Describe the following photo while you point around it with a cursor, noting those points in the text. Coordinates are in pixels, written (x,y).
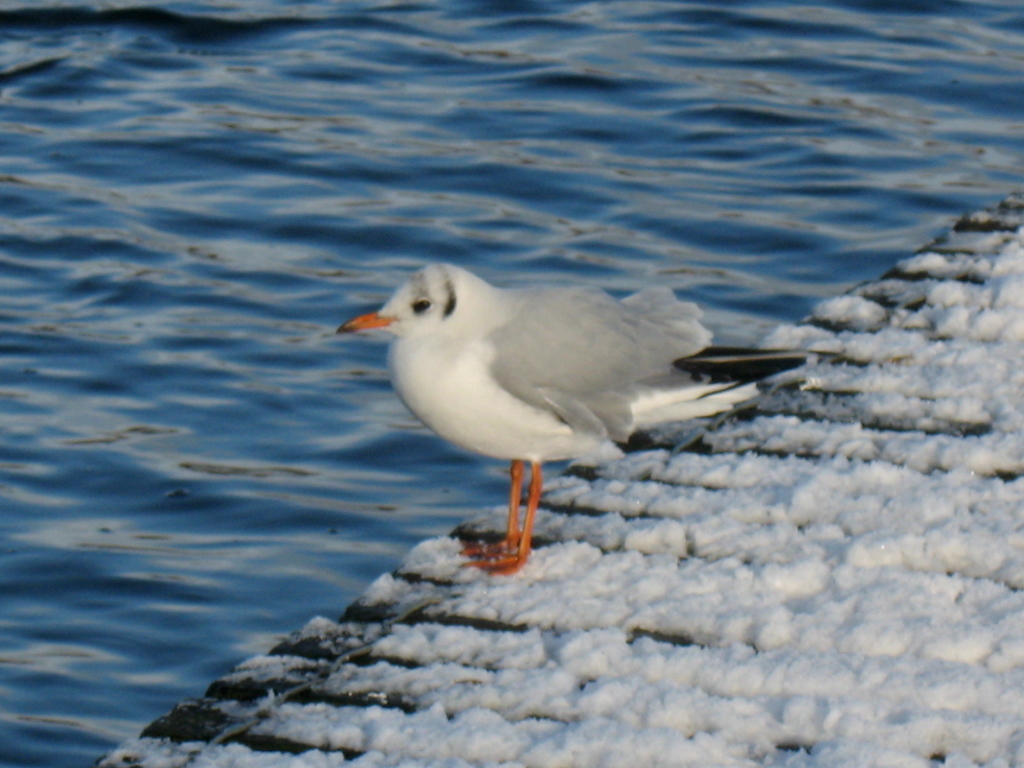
In this image we can see a bird (608,422) on the surface (552,576). In the background (407,192), we can see water (147,472).
